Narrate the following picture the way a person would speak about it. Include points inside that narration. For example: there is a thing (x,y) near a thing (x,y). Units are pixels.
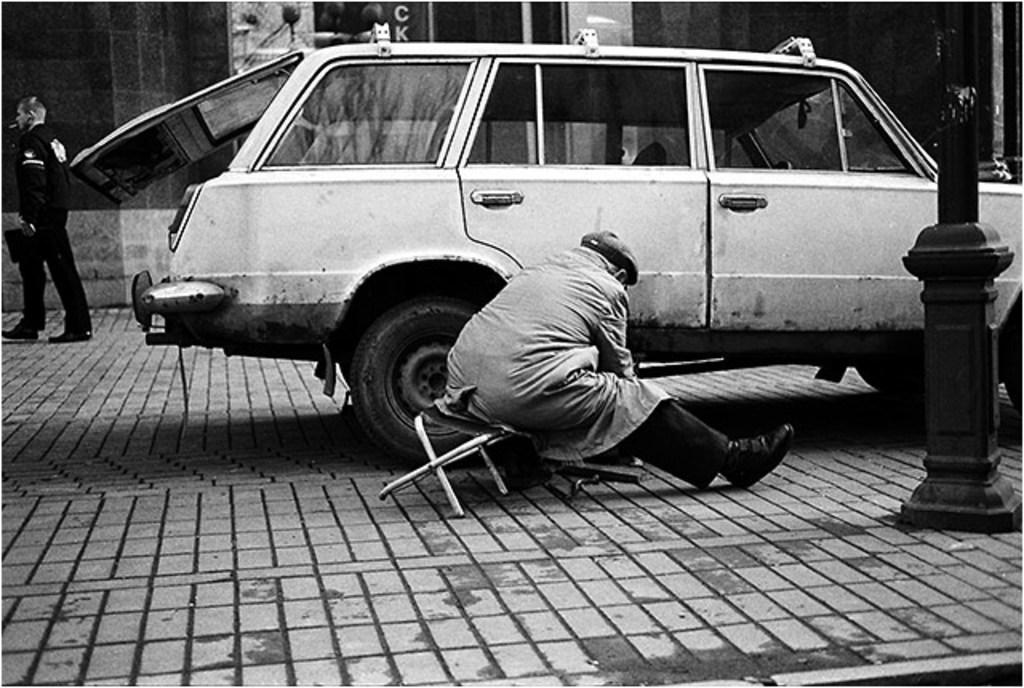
This is a black and white picture. Here we can see a vehicle (745,216), pole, and two persons (23,269). In the background (208,19) we can see wall (147,20).
